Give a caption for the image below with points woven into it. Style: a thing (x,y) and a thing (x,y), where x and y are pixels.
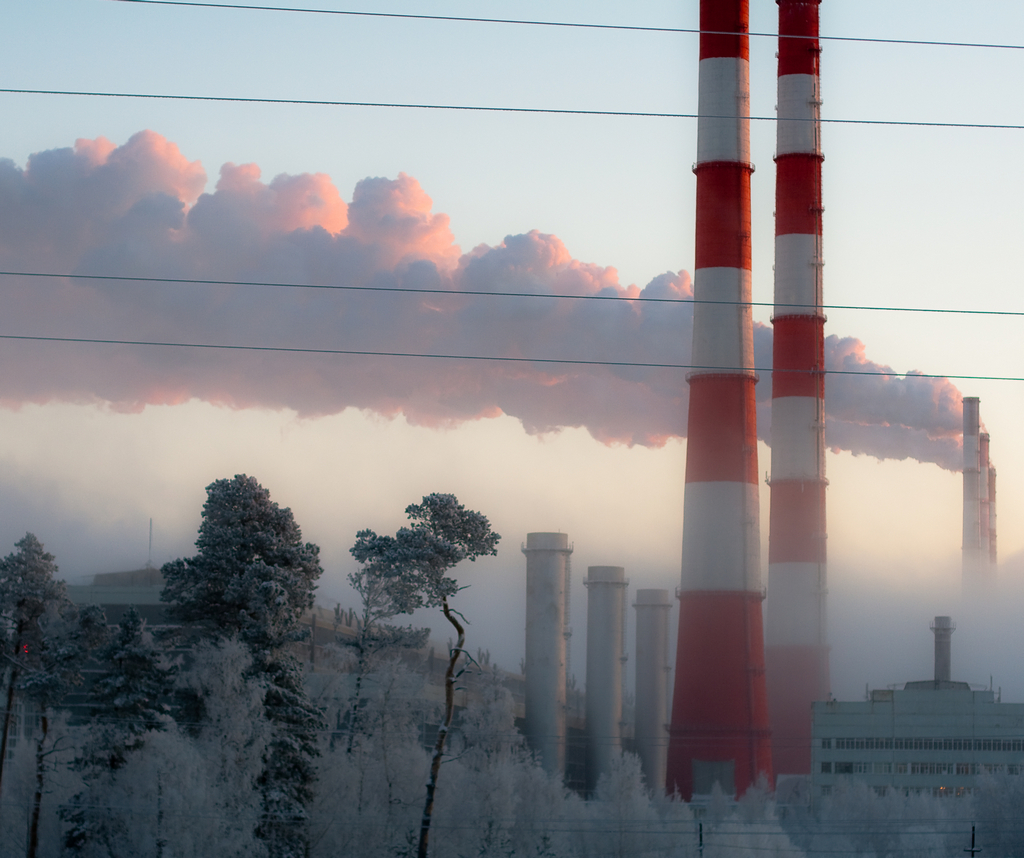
This image is taken outdoors. At the top of the image (406,86) there is the sky (600,492) with clouds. At the bottom of the image (614,786) there are a few plants (886,831) and trees (258,598). In the background (141,604) there is a building (122,602). On the right side of the image (888,731) there is a building (935,738) with walls (943,720), windows (936,743) and a roof (949,685). There is a pillar (938,663) and there is a factory (977,478). There are a few smoke outlets (698,524). There is smoke (135,233) and there are a few wires (114,277).
